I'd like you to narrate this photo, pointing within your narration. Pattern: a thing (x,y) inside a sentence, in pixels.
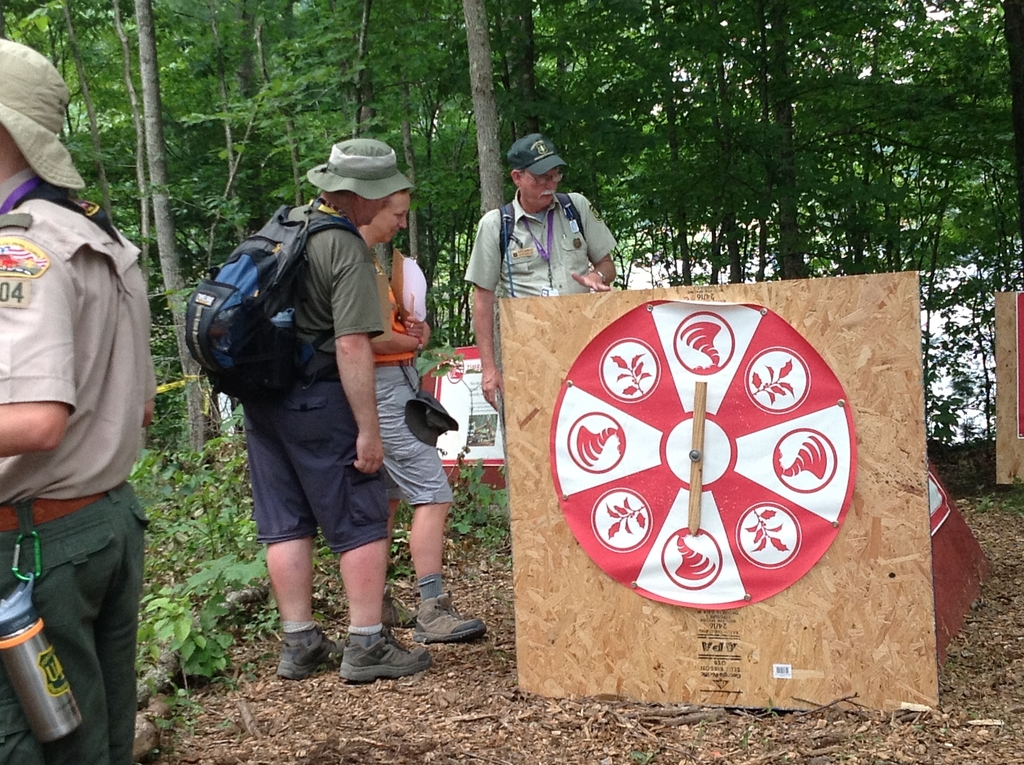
In this image I can see the group of people (301,381) with different color dresses (66,516) and also I can see few people (112,318) wearing the bags (231,300). I can see few people (369,197) with the caps (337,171) and hat (386,195). To the side I can see many boards (775,436). In the background (434,109) there are many trees (437,88).
